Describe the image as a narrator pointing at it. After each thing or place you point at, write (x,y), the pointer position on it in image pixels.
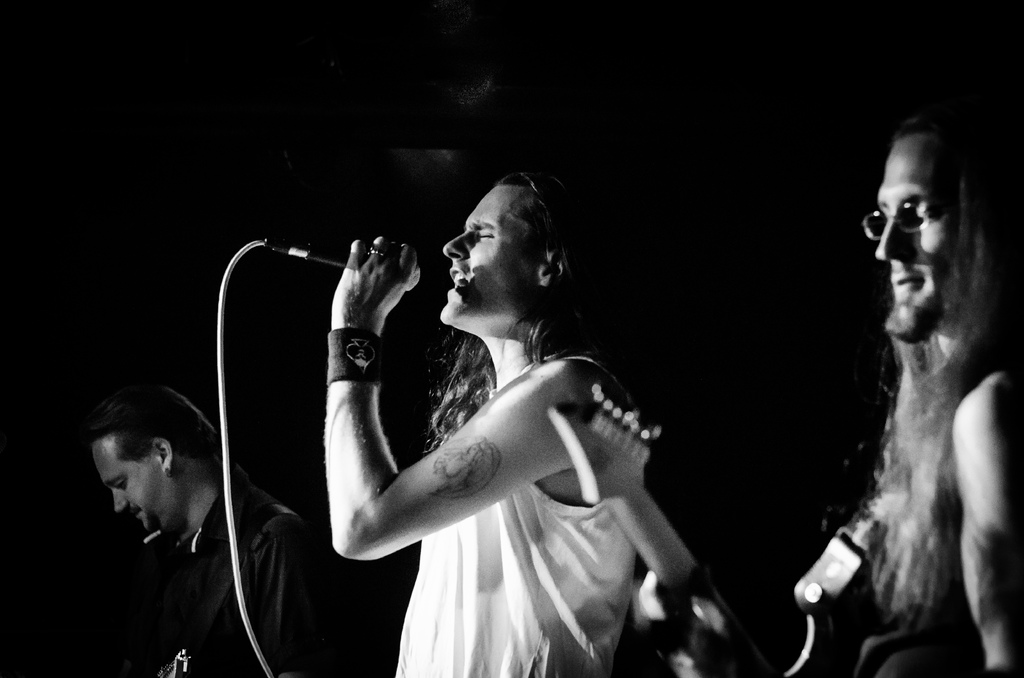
In this picture there is man (444,449) singing holding a mic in his hand (398,271). On either side of him there are two members (223,532) playing a musical instruments (610,429) in their hands (684,672). In the background (588,135) there is dark.
